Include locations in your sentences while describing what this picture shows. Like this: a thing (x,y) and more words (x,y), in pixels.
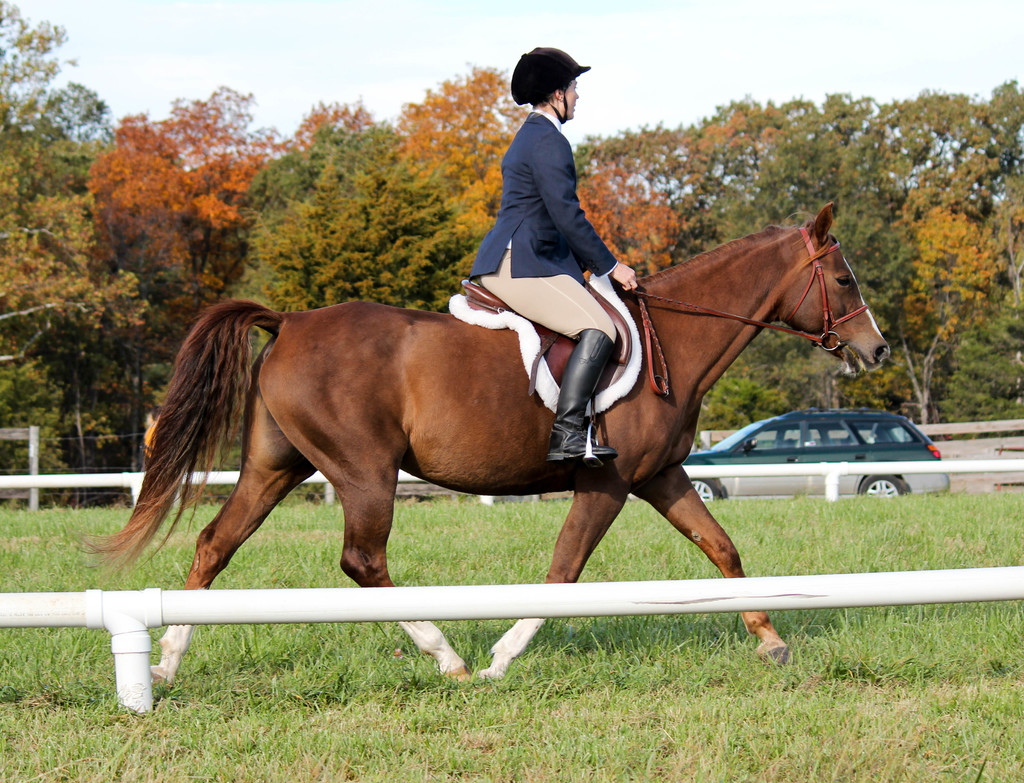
There is a persons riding a horse (656,431). This is grass (883,516). There is a vehicle (911,435) on the road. Here we can see some trees (240,197). In the background (393,97) there is a sky (802,55). And this is rod (683,613).
